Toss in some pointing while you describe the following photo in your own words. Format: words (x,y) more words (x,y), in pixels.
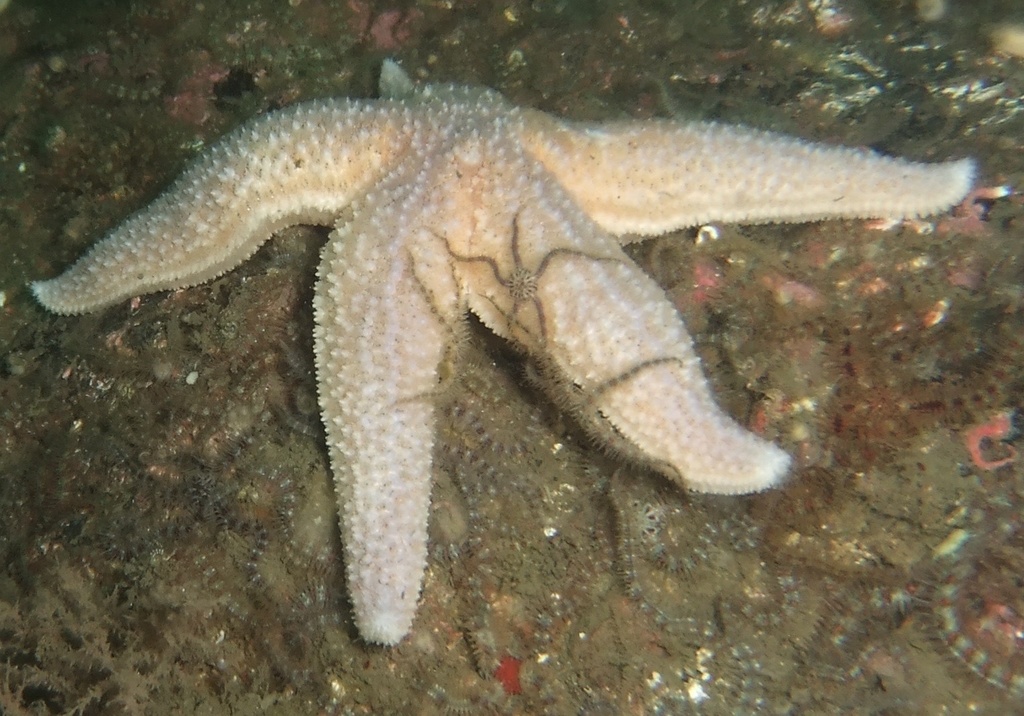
In the picture we can see a starfish (650,393) and inside the water surface (878,553) and near it, we can see some small starfishes (610,442).
